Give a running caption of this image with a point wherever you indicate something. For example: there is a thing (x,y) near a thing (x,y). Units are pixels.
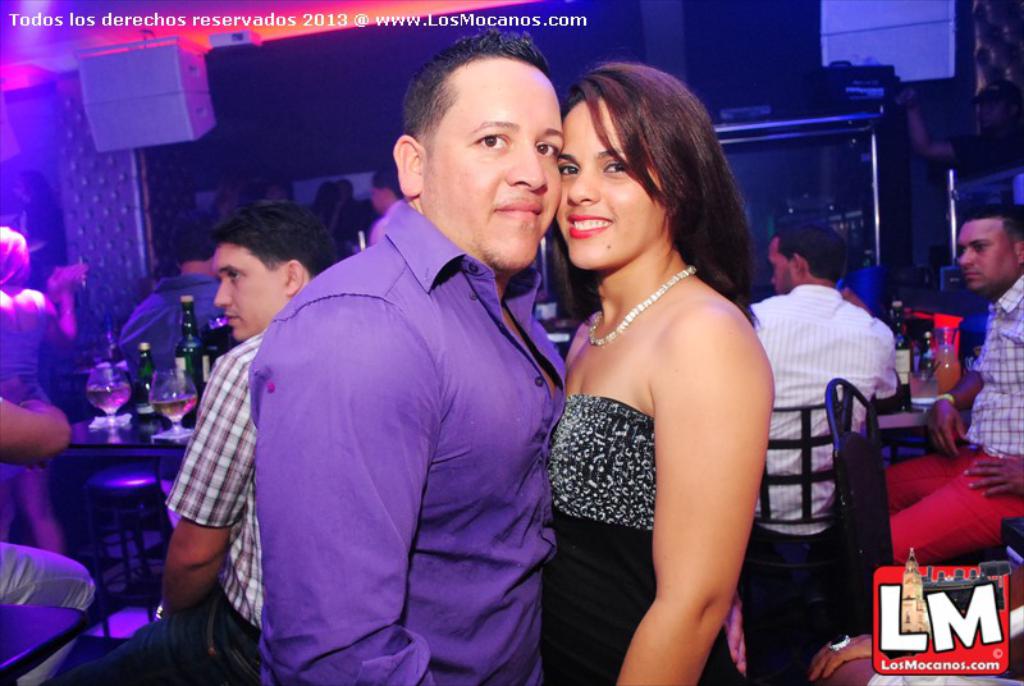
In this image I can see number of people (475,340) where few are standing and few are sitting on chairs (848,433). In the centre of the image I can see few tables (78,423) and on it I can see few glasses (112,375), few bottles (144,358) and few other things (949,365). In the background (133,54) I can see few speakers (195,126), few black colour things (913,278) and other stuffs (845,216). I can see watermarks (955,611) on the top left side (8,20) and on the bottom right side of the image (907,634).
